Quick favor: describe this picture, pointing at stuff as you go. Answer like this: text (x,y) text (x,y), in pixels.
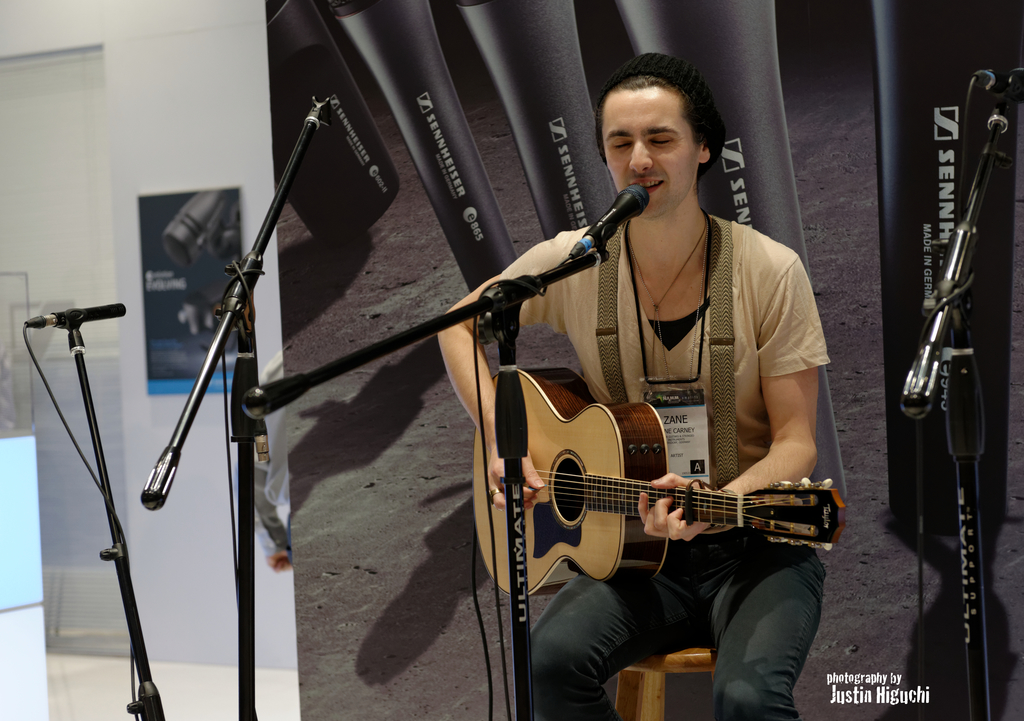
This man (691,245) is sitting on the stool (668,665), playing guitar (640,482) and singing. This is a mic (591,233). This is the stand (500,304). In the background (394,550), there is a image (564,78). This is the wall (149,97). And this is the floor (190,680).
